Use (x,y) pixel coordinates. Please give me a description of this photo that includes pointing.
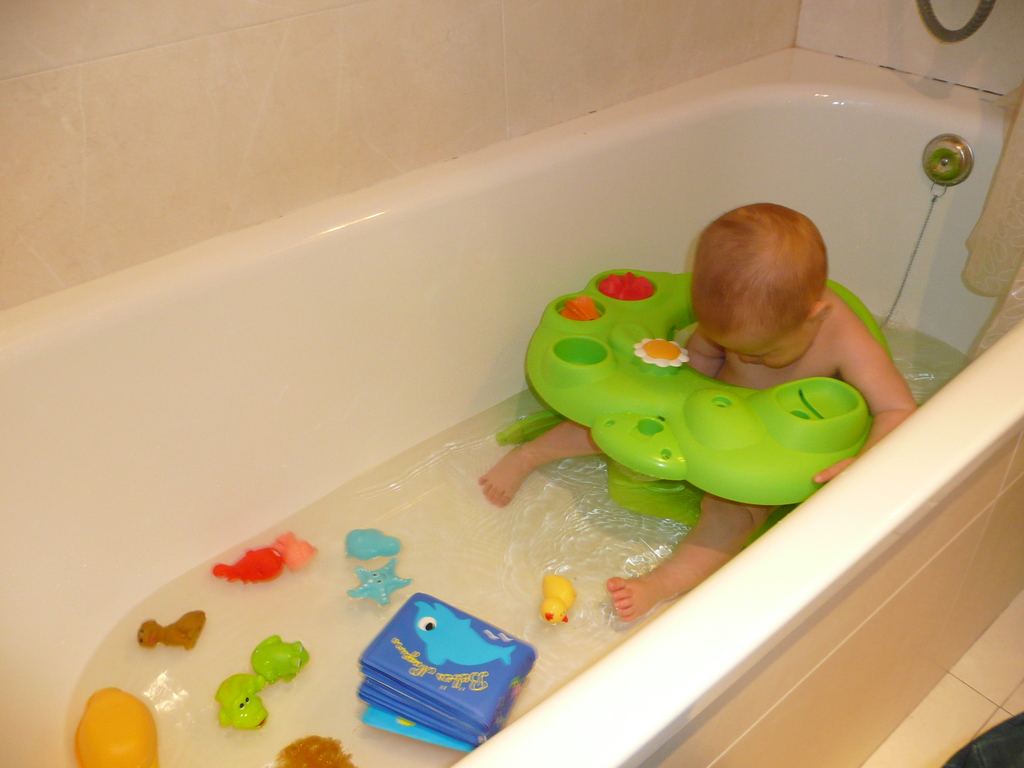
In this image I can see a child (756,338) is in the bath tub (884,324) which is white in color and in the bathtub (368,434) I can see some water (462,524), few toys (385,552) which are blue, red, yellow, green and brown in color. I can see the cream colored wall (116,79).
